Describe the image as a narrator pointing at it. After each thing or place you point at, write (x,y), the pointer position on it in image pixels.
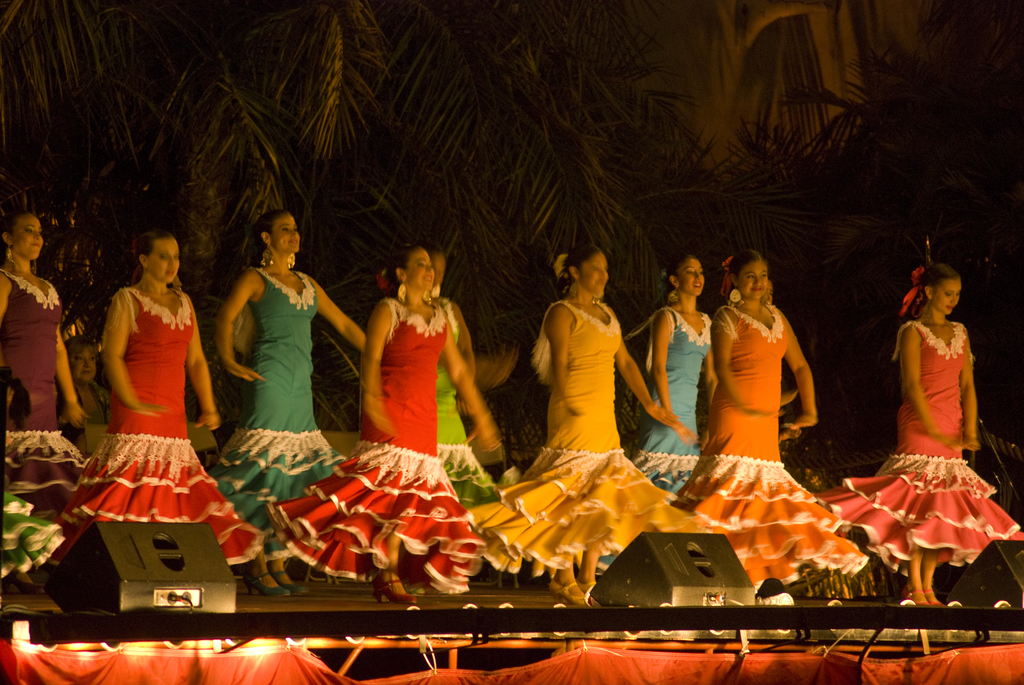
In this image we can see the stage (182,630), some lights (22,639) attached to the stage (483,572), some women (454,537) dancing on the stage (443,593), three black objects (645,600) on the stage (503,625), one curtain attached to the stage (168,630), one iron rod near the stage (196,631), some trees (602,177) in the background (593,93) and the background (76,208) is dark.
